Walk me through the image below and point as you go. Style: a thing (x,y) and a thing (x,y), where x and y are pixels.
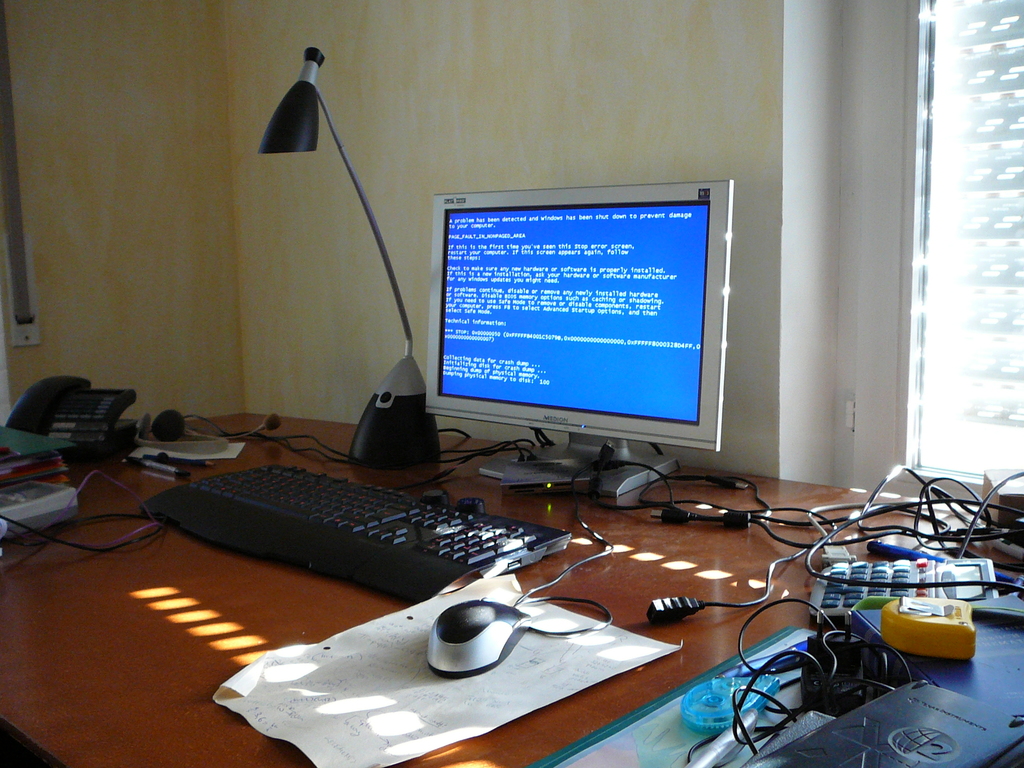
In this image there is a table (145,630). On this table (207,638) there is a monitor (493,278), lamp (378,400), a keyboard (380,508), a mouse (443,624). This mouse (468,634) is placed over a paper (401,715). On this table (557,707) other there are objects (89,403) also like telephone (89,419), tape (902,621), calculator (895,579), pens (895,550), books (681,712) and cables (818,522). On the right (970,203) there is a window (1007,288). On the left (161,428) we can see headphones (177,436).
